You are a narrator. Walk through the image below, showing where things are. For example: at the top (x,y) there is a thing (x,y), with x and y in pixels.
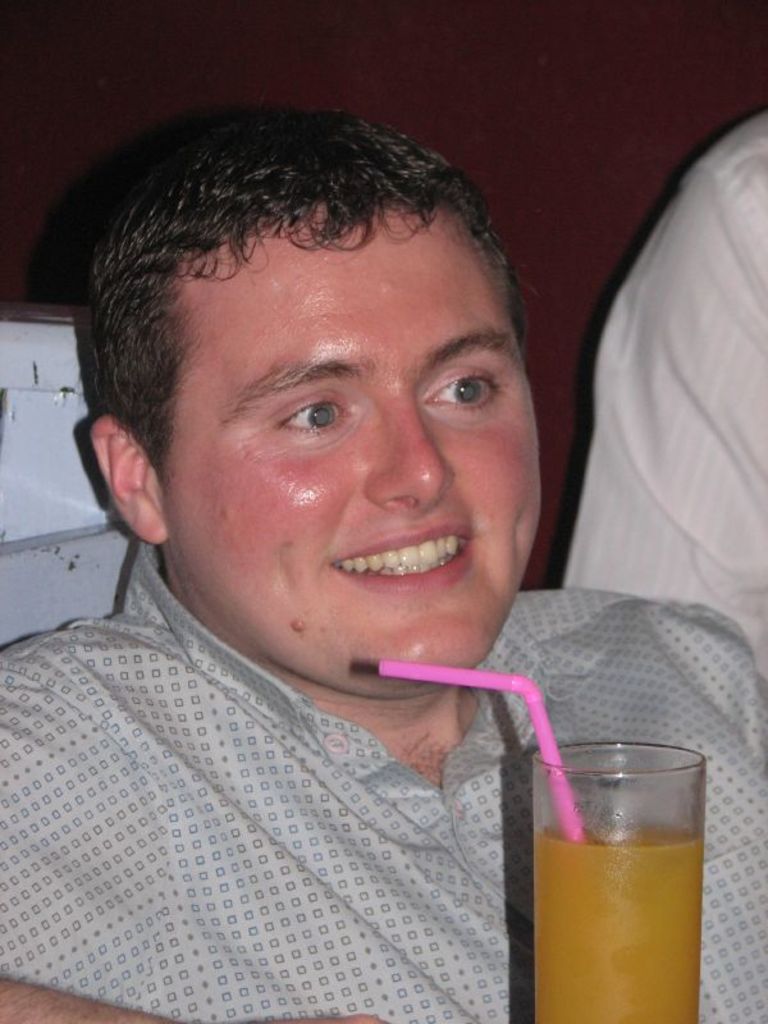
In this image in the front (287,685) there is a person (285,711) sitting and smiling and there is a glass (615,892) in front of the person (515,726). In the background (685,415) there are objects (689,359) which are white in colour and there is a wall (376,111).
